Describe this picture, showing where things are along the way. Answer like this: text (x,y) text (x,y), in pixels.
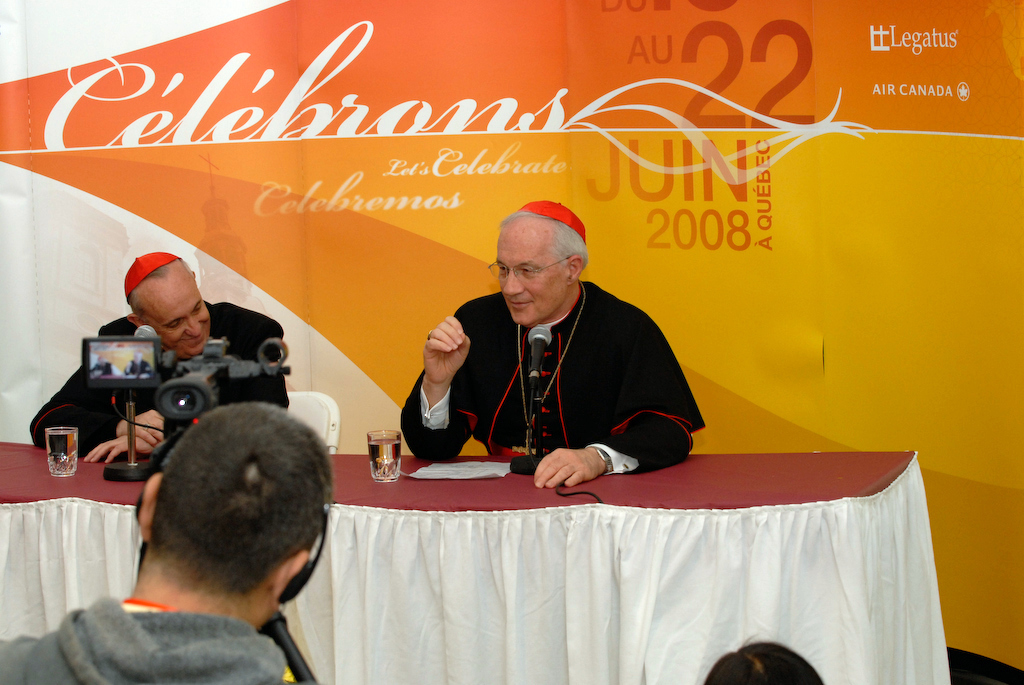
Here I can see a man (518,372) sitting in front of the table (510,549) and speaking. the table (544,550) is covered with a cloth (660,531) and on this I can see two glasses (62,441), a paper (435,474) and two mikes (533,363). Beside him there is another person (97,418) sitting and smiling by looking at this man (433,339). At the bottom (262,649), I can see two persons (262,646) facing towards the back side (203,562). In the background (469,61) there is a banner (497,116) on which I can see some text (318,125).
